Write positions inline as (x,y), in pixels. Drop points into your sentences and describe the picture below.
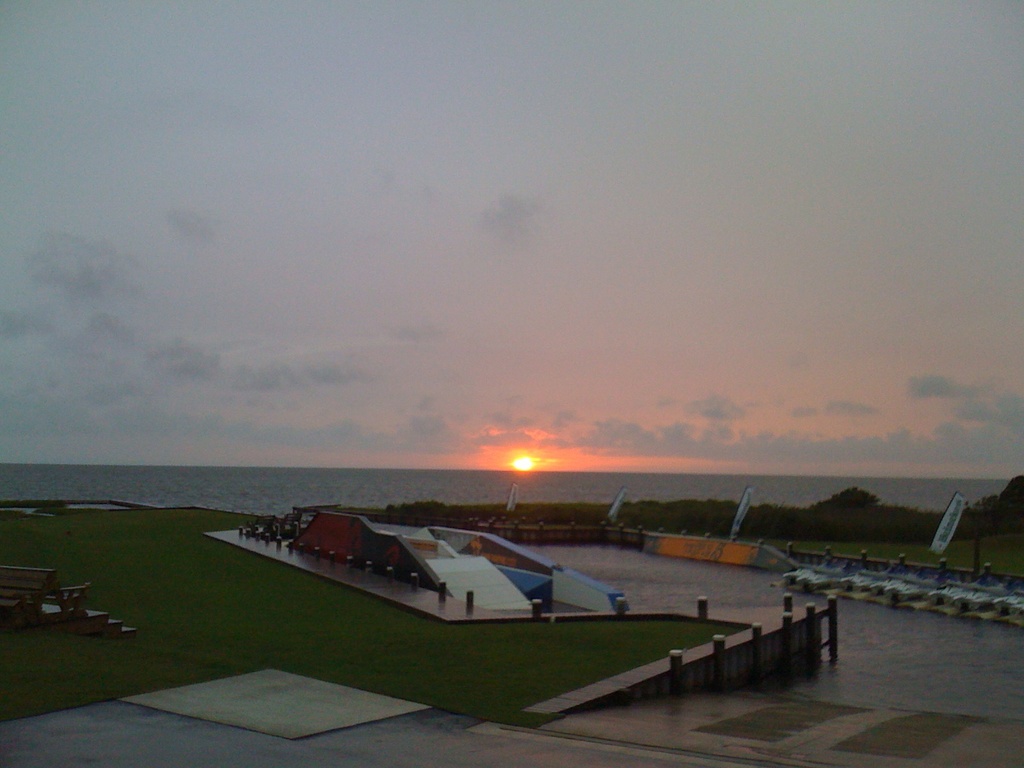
In this picture we can see grass (261,629) and some objects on the ground (352,652) and in the background (1010,124) we can see trees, water (752,591), sky (917,363).
